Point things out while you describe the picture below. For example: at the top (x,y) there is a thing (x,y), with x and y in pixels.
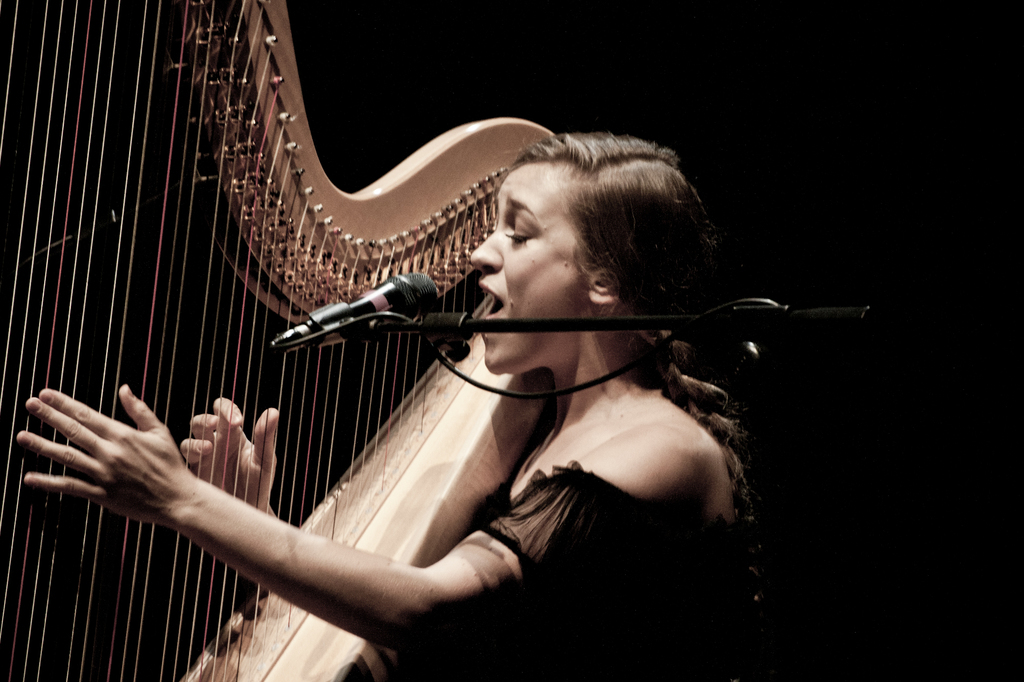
In this image we can see a woman (616,511) singing and playing a musical instrument (237,240) and there is a mic (352,313).
